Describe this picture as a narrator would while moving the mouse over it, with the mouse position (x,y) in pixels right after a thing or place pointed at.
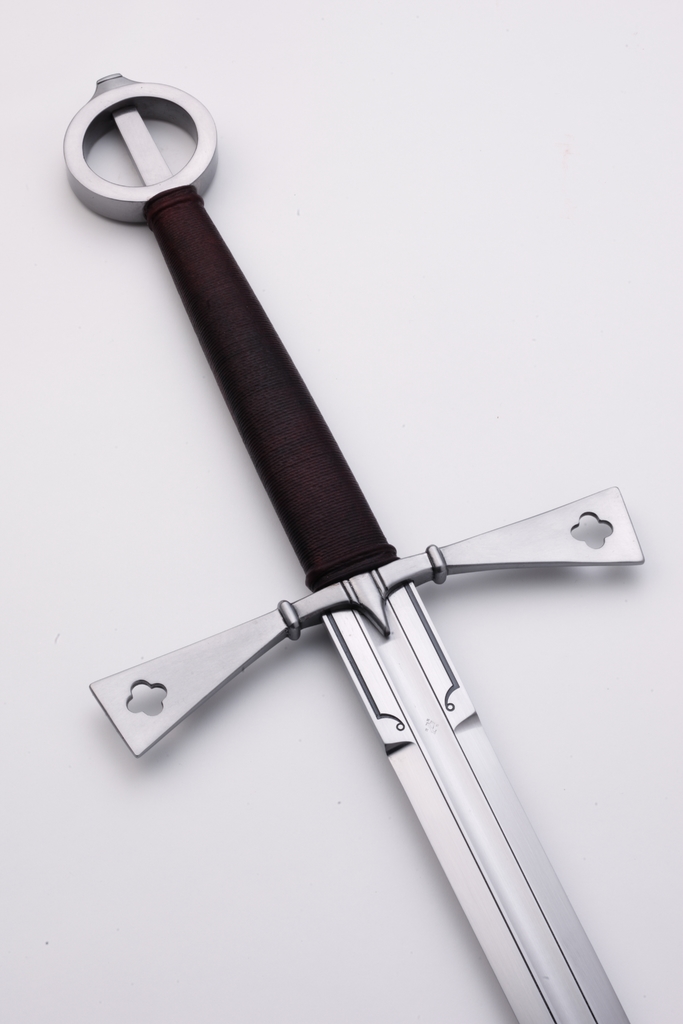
In this image there is a sword (284,620) on a surface (237,830). At the top (83,143) there is the pommel (142,155) to the sword (296,622). In the center (317,614) there is a guard (352,605) to the sword (469,570). Between it there is the grip (234,365).
